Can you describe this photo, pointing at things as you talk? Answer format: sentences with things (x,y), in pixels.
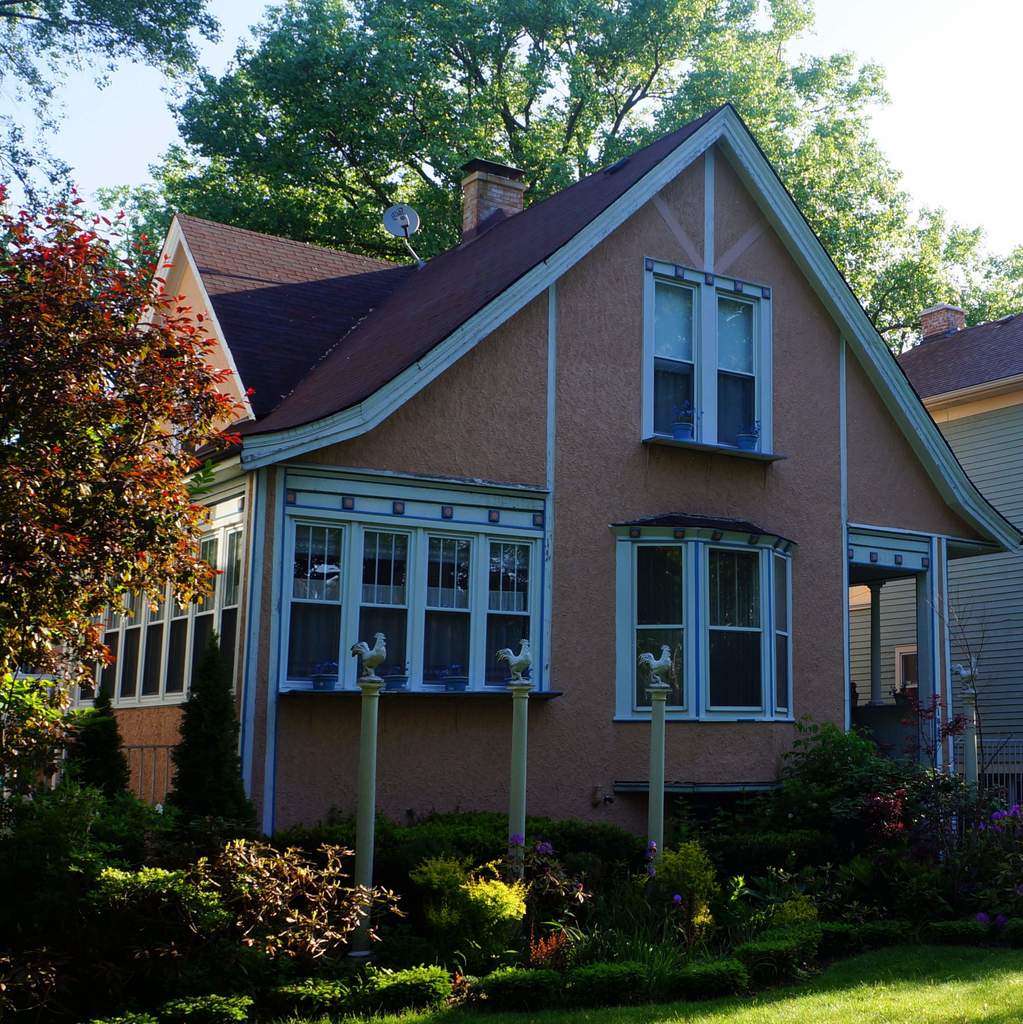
To the bottom of the image (911,980) there is grass (826,980) on the ground (780,1021). And also there are plants (925,787) with poles (654,808) in the middle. On the poles (660,704) there are hens statues (379,652) on it. At the left side of the image (36,417) there are trees (102,643). And in the background (290,523) there is a house (554,432) with roof (490,234), windows (626,582), walls (830,551) and pillars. Behind the house (651,181) there are trees (278,209). And to the top of the image (126,154) there is a sky (975,63).
